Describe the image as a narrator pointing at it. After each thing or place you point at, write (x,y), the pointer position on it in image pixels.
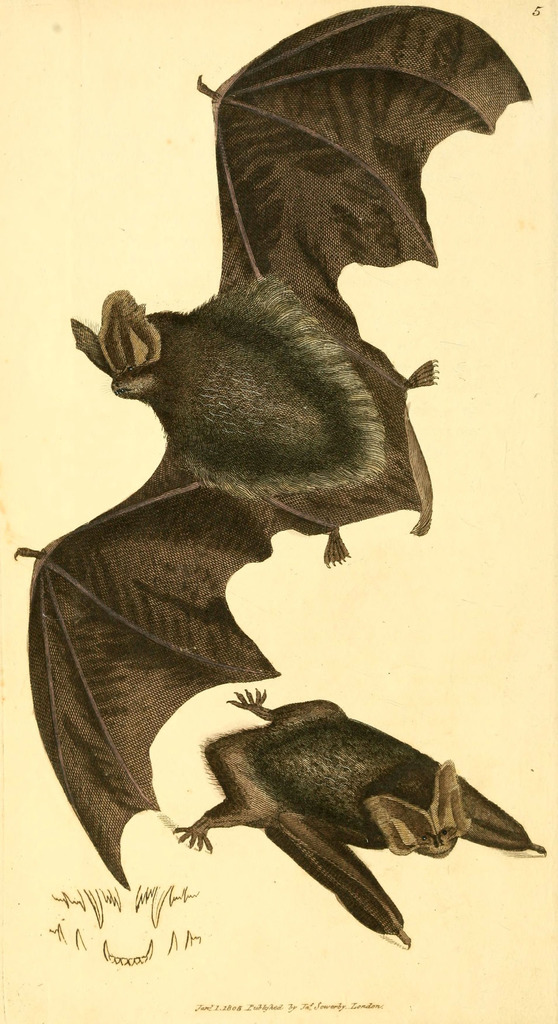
In this image, we can see black color paintings (505,835).
